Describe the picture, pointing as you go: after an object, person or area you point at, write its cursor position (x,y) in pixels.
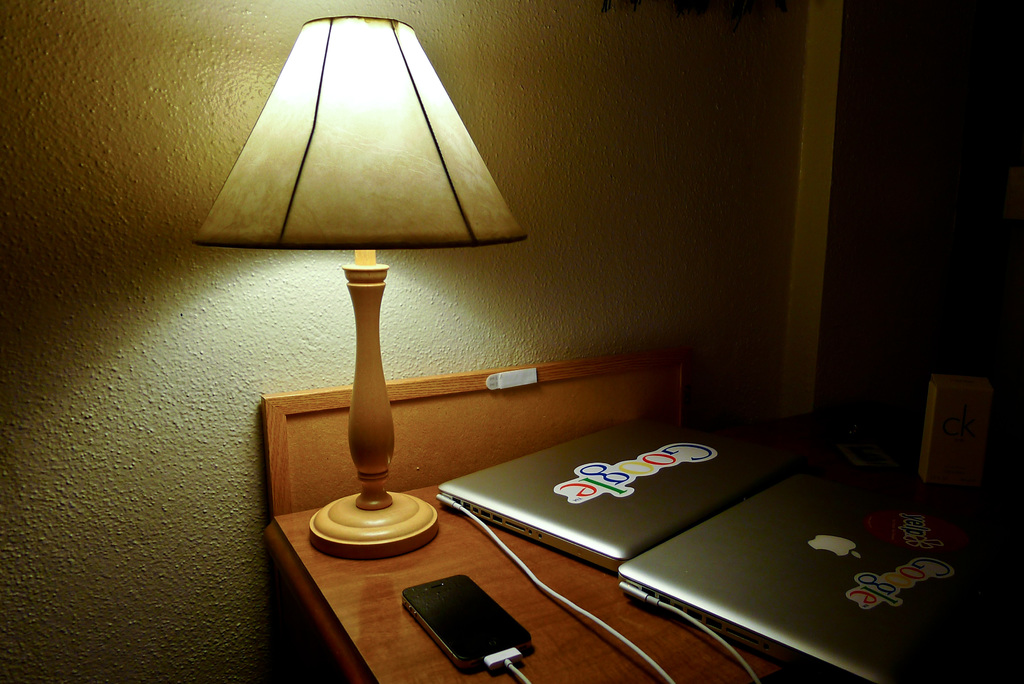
In this picture I can see table lamp (338,172). I can see electronic devices (629,570) on the table (518,611). I can see the wall (543,221) in the background (550,327).
